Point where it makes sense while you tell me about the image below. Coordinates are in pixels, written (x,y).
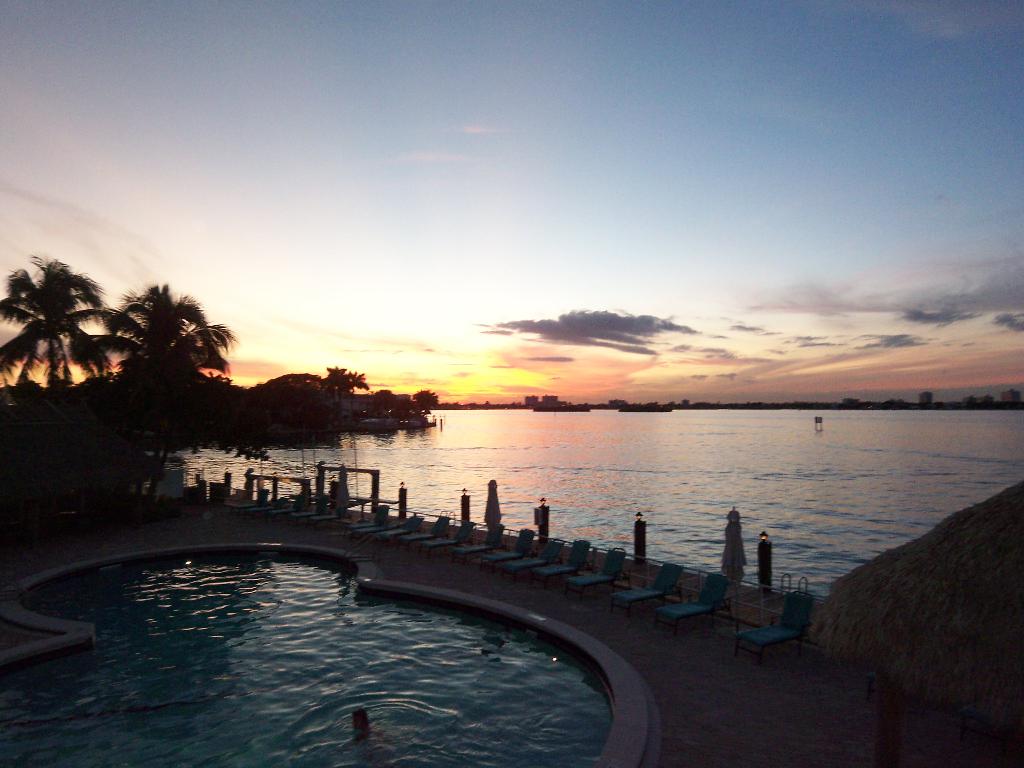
Outside picture. The river (646,489) has a fresh water (703,483). The sky (887,118) is in blue color. Far there are number of trees (208,360). This is an swimming pool (325,645). Beside this swimming pool (409,681) there are number of chairs (690,612).
